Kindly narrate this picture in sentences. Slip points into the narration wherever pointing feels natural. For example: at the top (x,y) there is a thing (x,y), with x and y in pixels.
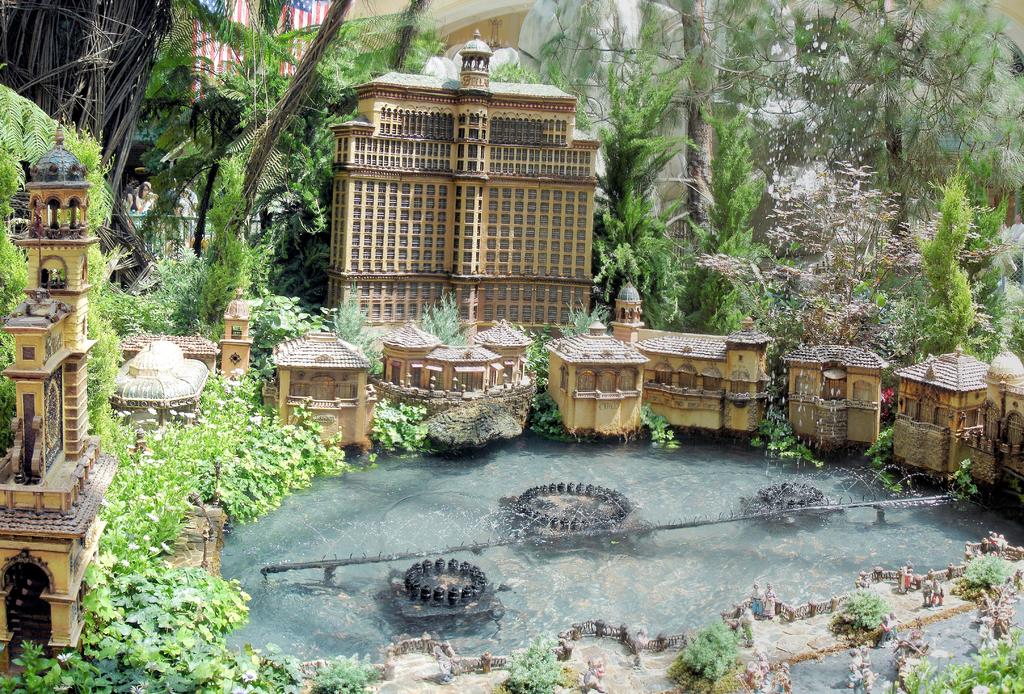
In this picture I can see the water (571,578) at the bottom (552,589), in the middle (458,261) there are buildings (633,358), it looks like a miniature. In the background (920,121) there are trees (304,205), on the left side (137,214) I can see a person (145,185), at the top (441,33) there is the wall (481,16).
